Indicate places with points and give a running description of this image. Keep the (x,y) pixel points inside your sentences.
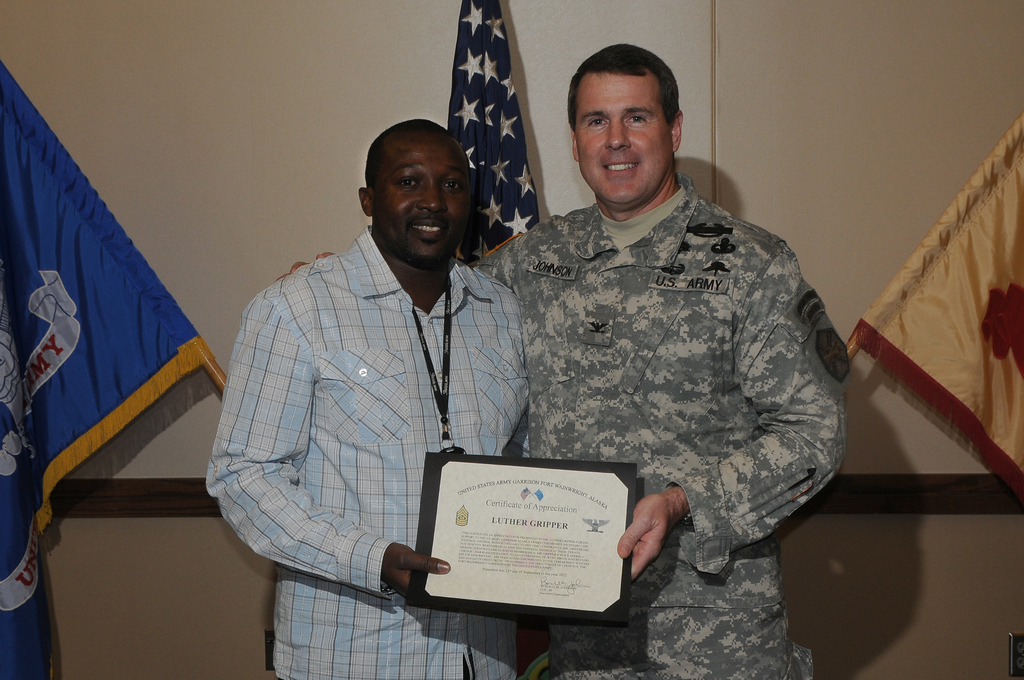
In this image we can see two people (606,328) standing and holding a certificate (517,505). The man (690,387) standing on the right (691,394) is wearing a uniform (699,598). In the background (468,69) there are flags (468,69) and a wall (356,98).
